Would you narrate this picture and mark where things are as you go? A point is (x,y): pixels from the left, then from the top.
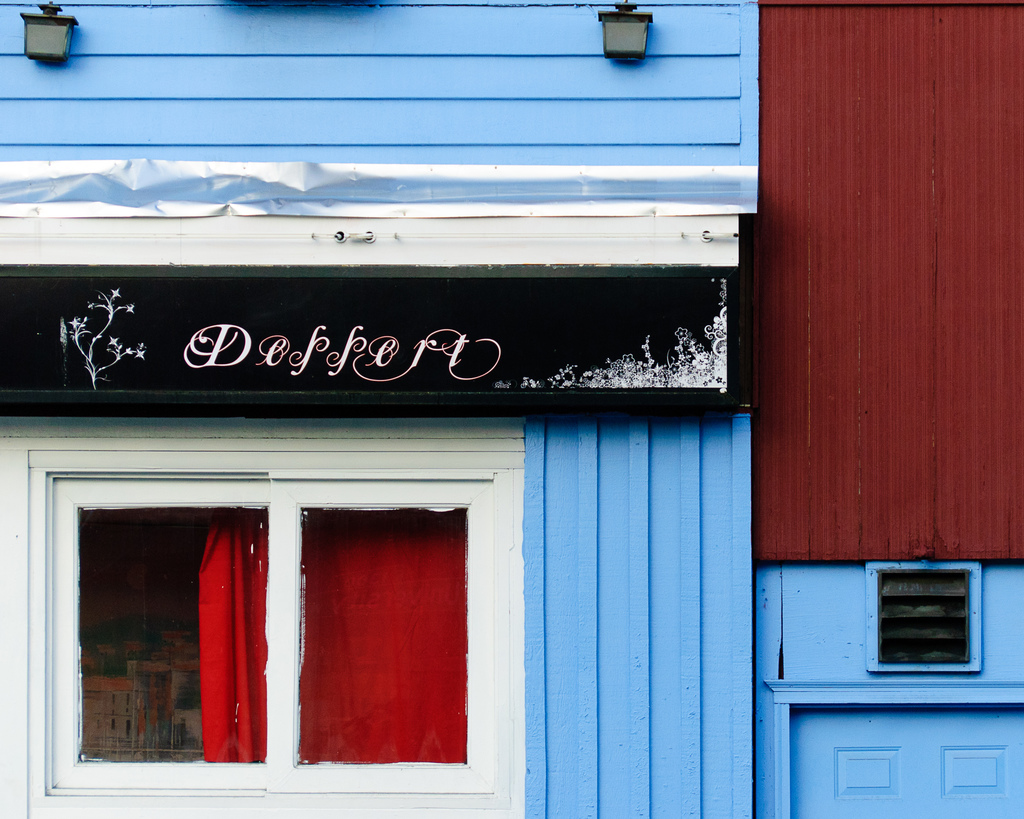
In this image we can see the wall (634,583), windows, curtains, some written text (352,335) on the board (560,308), near that we can see the objects (624,1).
